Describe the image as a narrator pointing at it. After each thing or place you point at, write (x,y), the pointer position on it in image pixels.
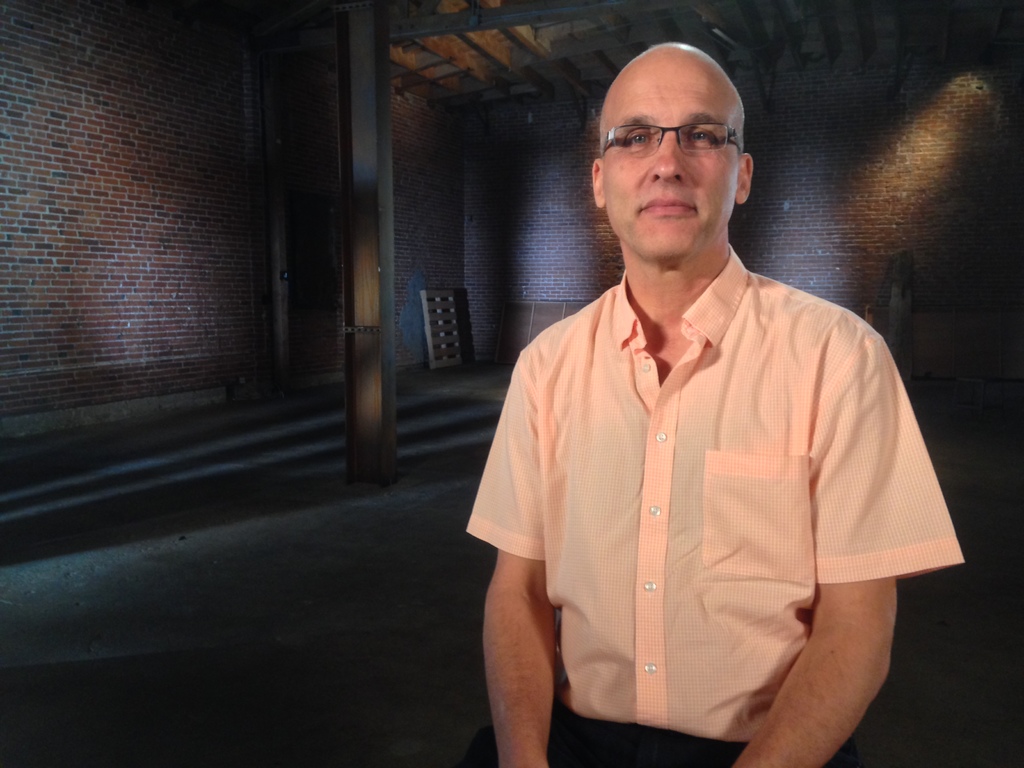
There is a person (506,524) sitting and wore spectacle (677,128). In the background (544,251) we can see walls (426,222), pillar (387,244) and objects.
